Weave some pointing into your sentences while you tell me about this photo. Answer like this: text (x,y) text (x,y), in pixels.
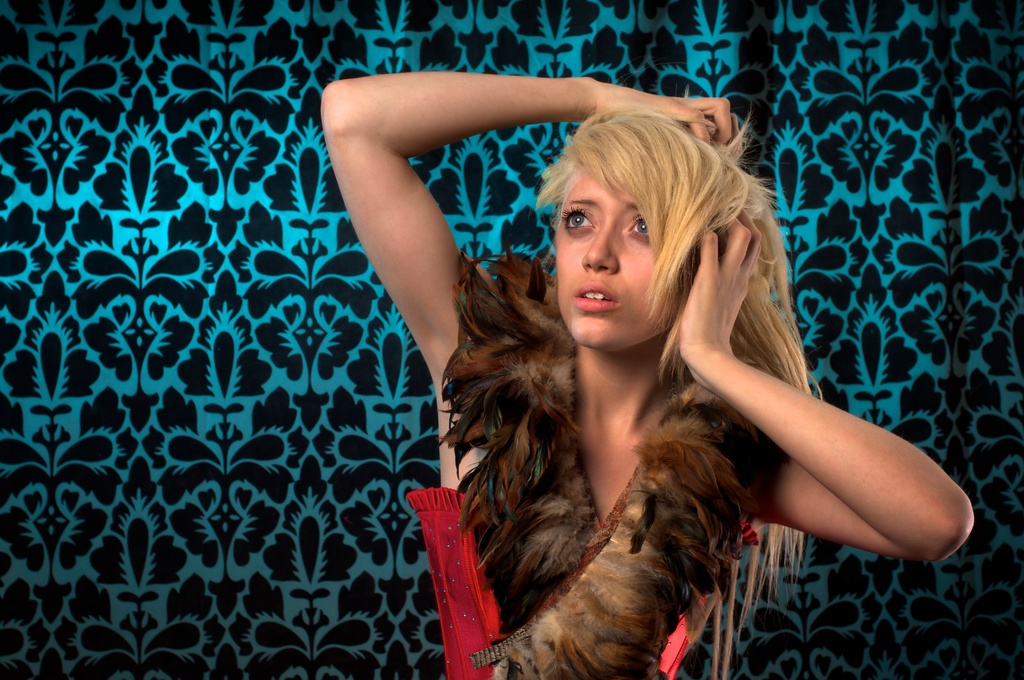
In the center of the image (657,324), we can see a lady (640,396) wearing feathers dress (536,561) and in the background (231,194), there is a wall (222,310).
